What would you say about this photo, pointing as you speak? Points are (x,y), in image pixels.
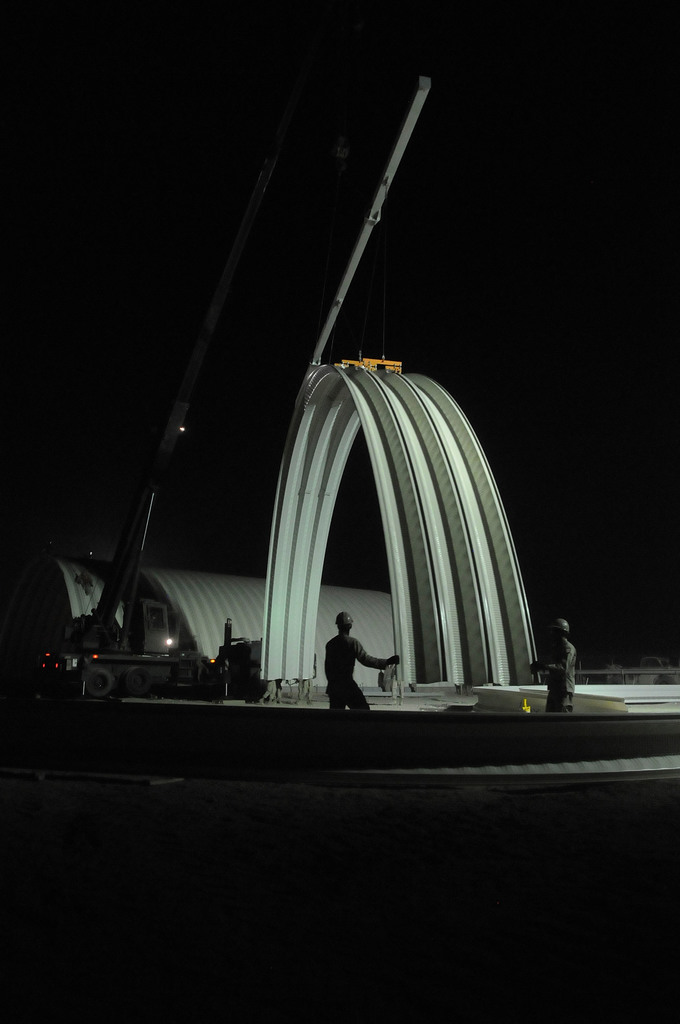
Here we can see arches (459,538), people (341,684) and crane (164,606). This is night vision picture.
